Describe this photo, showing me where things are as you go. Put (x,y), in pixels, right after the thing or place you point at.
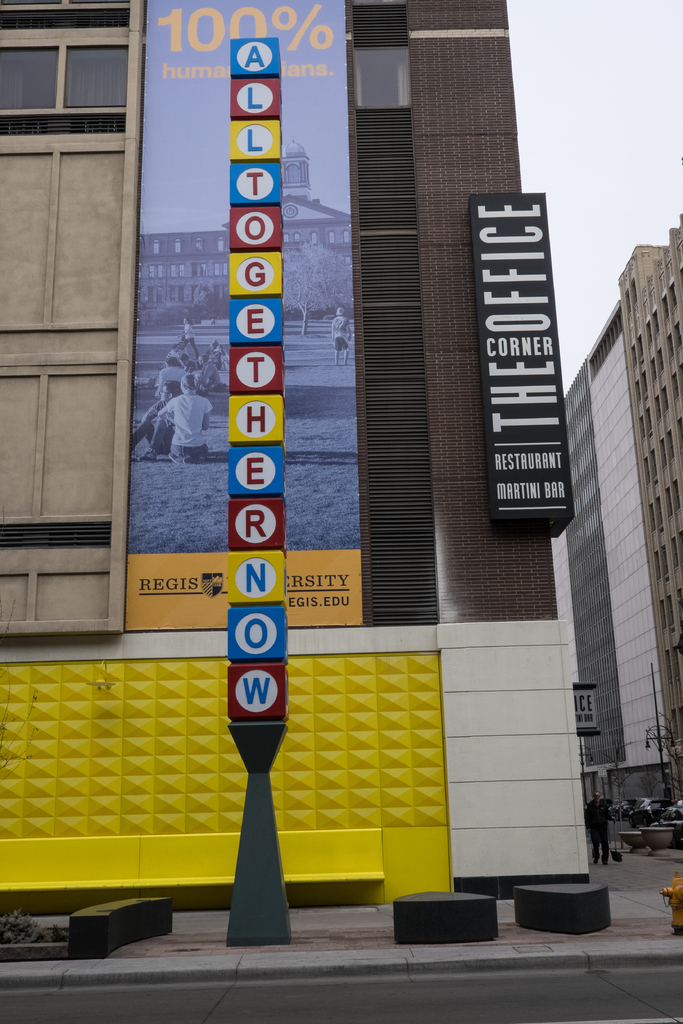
In the middle of the image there is a pole (256,147). Behind the pole (242,128) there are some buildings (378,174) and banners (284,174). At the bottom of the image (648,988) there is road (639,980) and there are some plants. In the bottom right corner of the image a man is holding a bag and walking. Behind him there are some vehicles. In the top right corner of the image (587,90) there is sky (639,201).
